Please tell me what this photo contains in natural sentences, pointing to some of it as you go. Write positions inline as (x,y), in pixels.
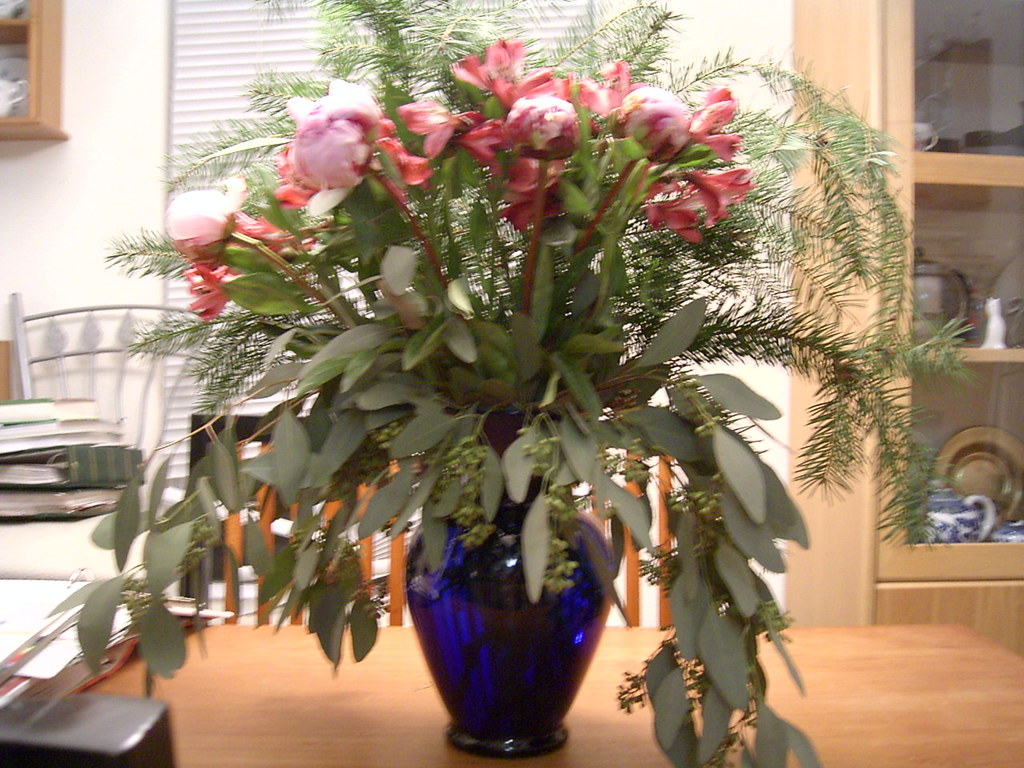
In this image we can see a plant vase (572,553) on the table (391,742). There are many objects (37,672) placed on the table (250,758). There are few books (86,478) placed on the chair (26,526). There are two chairs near a table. There are many objects (1010,493) placed in the cupboard (944,211). There is a wooden object (43,45) on the wall (73,43) at the left side of the image (57,52).
